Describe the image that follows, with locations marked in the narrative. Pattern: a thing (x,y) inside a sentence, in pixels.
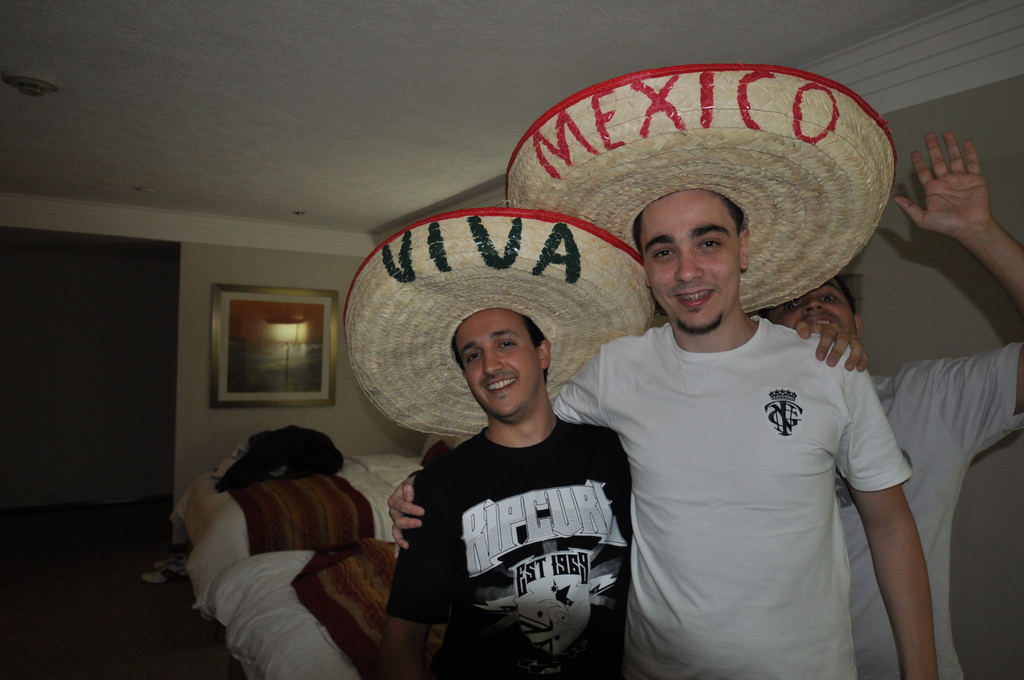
In this picture there are three men (679,657) on the right side of the image (808,265), two are wearing hats (440,332) and there is a bed (268,515) in the left side of the image (318,642) and there is a picture (329,388) on the wall (257,267), on the left side of the image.
